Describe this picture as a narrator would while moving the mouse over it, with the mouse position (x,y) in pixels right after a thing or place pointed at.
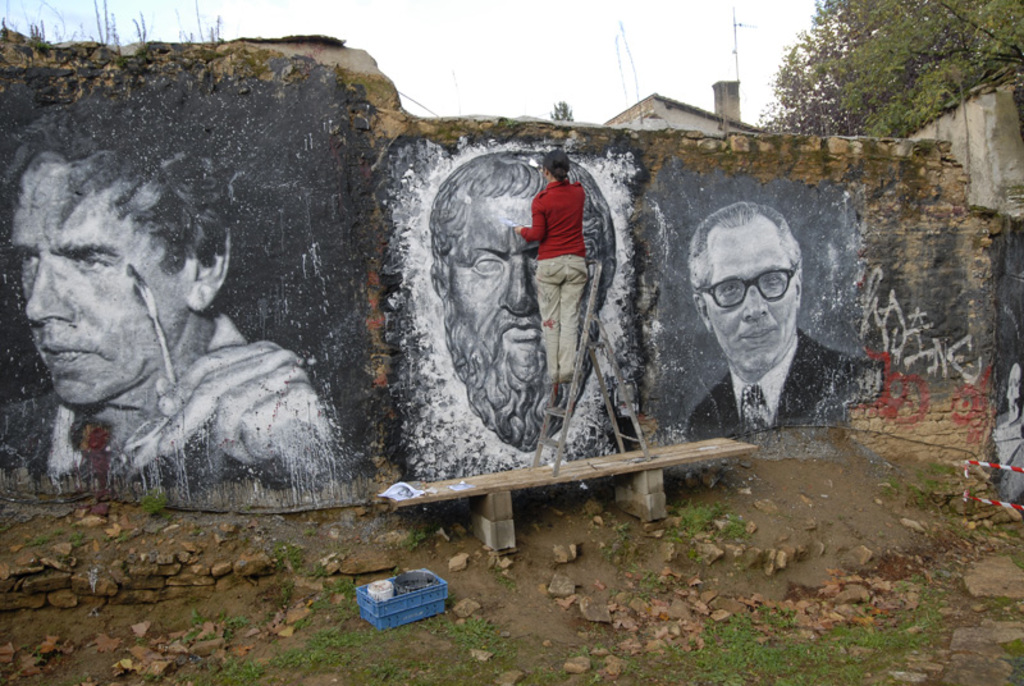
Above this bench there is a ladder (565,418). This person (539,214) is standing on ladder (559,457), holding a paintbrush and painting on this wall (326,304). On this surface (496,650) there is a container (413,621). Background (843,112) there are trees (797,117) and sky (490,78).
